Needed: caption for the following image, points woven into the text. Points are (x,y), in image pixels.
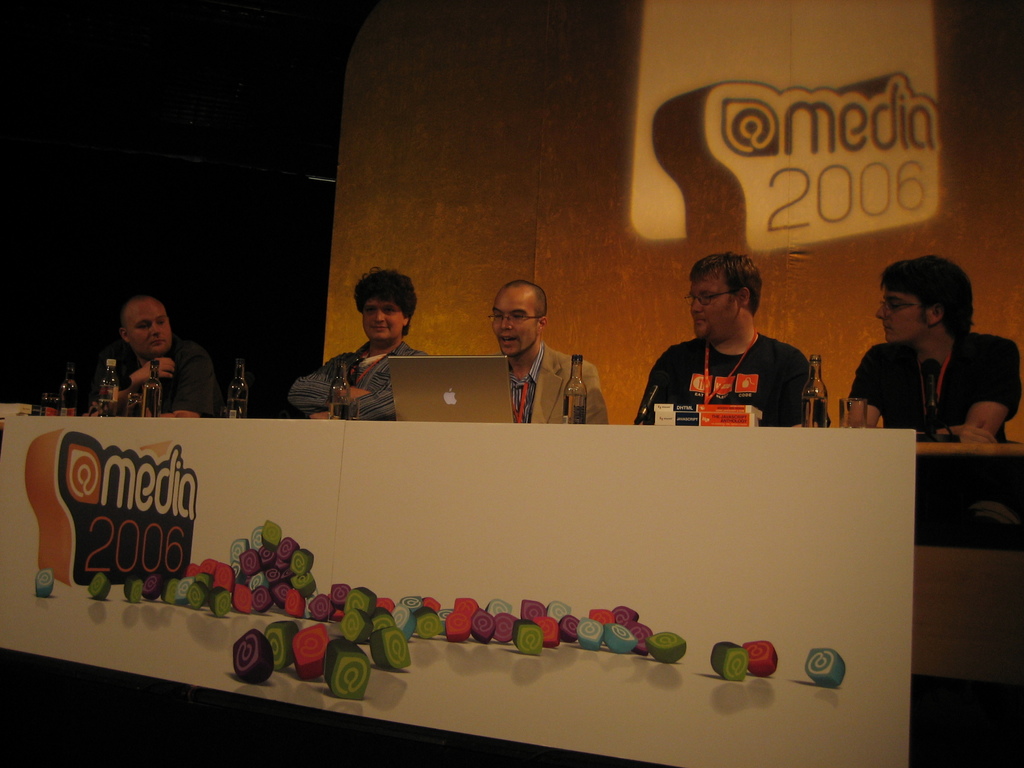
In this image, there are a few people (518,398). We can see a table (522,436) with some objects (438,394) like a laptop (428,385), bottles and books (672,419). We can also see a board (236,569) with some images (340,602) and text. In the background (528,199), we can see the screen (796,143).
